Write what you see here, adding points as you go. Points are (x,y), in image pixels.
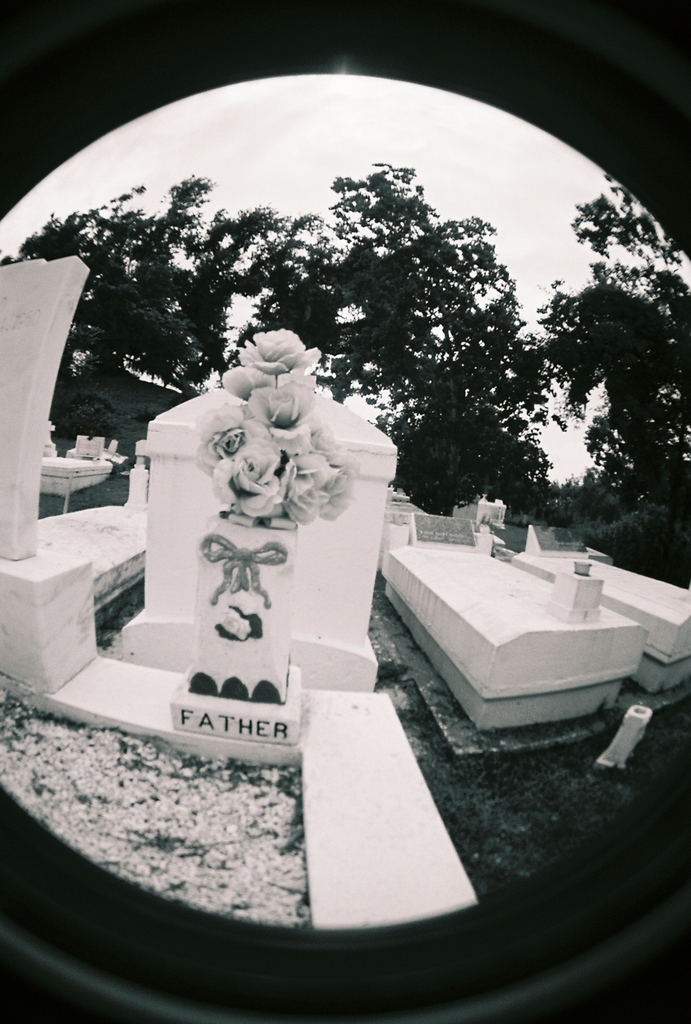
The image is taken in the graveyard (483,773). In the center of the image (292,577) we can see graves (246,648). In the background (146,372) there are trees (411,305) and sky (316,188).
